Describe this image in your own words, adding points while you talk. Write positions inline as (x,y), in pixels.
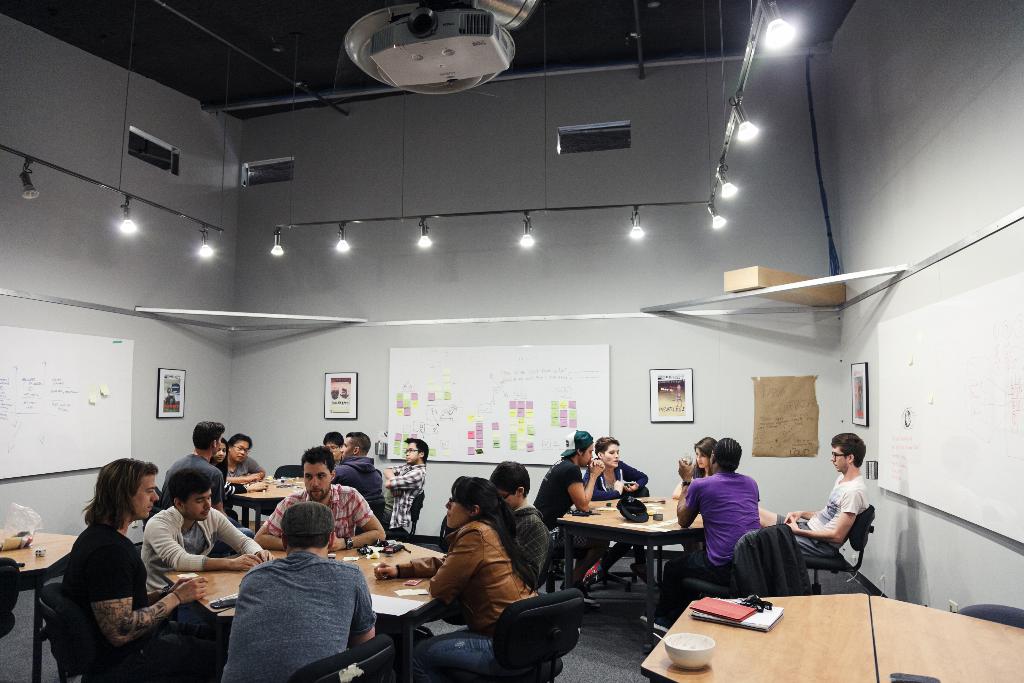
In this picture there are five tables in which three tables (241,490) are occupied by three groups of people (229,485). There are white boards (472,401) to three adjacent walls (706,399) and there are four photo frames (172,403) arranged to the walls (284,393). There is a series of light arrangement (279,241) over the top and there is a projector (445,50) attached to the roof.
